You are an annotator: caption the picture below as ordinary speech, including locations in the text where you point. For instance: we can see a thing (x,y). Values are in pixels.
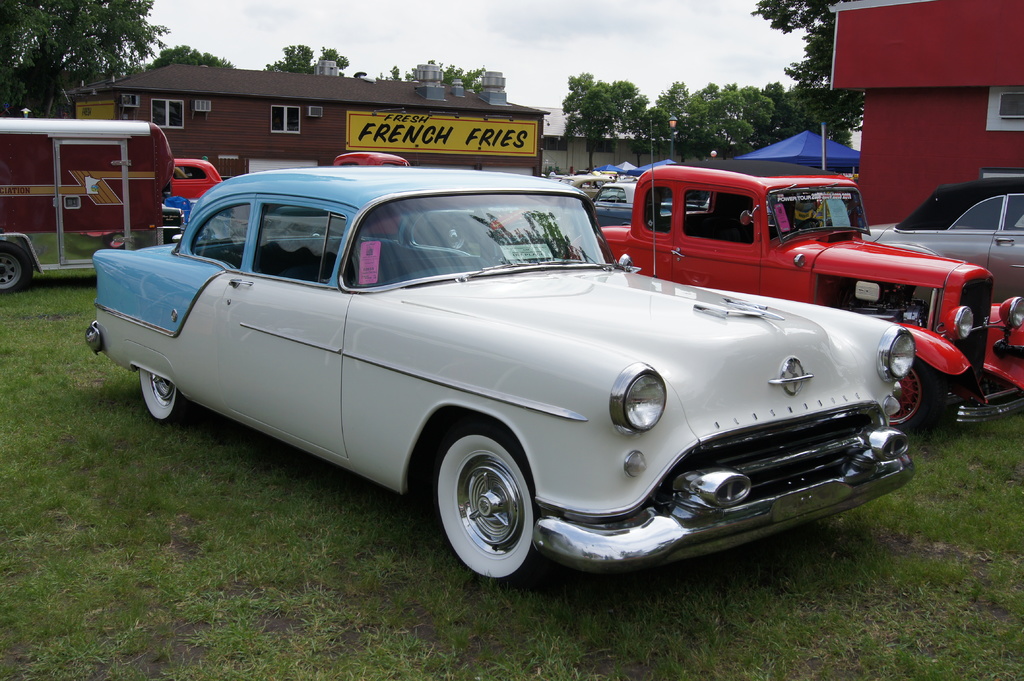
In this picture there is a white and blue old car (650,415) parked on the green lawn (664,653). Beside there is a red color classic car (830,278). Behind there is a small restaurant shop (503,128) on which "french fries'' is written. In the background (585,129) there are some trees (81,67).
